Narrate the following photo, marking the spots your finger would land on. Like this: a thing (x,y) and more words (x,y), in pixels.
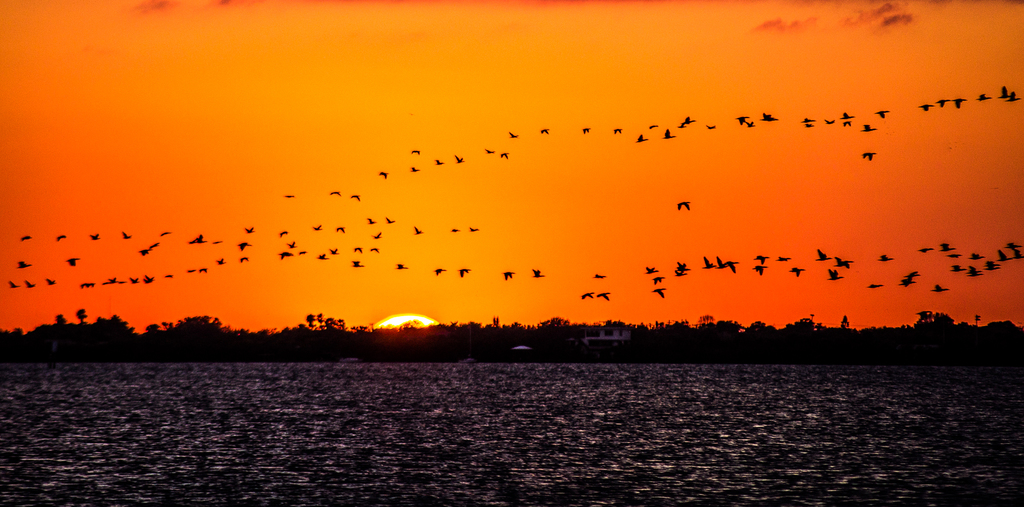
In this picture I can see water (966,484), a house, trees (652,348), there are birds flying in the sky (541,295), and in the background (410,324) there is sun (398,320) in the sky (77,304).
